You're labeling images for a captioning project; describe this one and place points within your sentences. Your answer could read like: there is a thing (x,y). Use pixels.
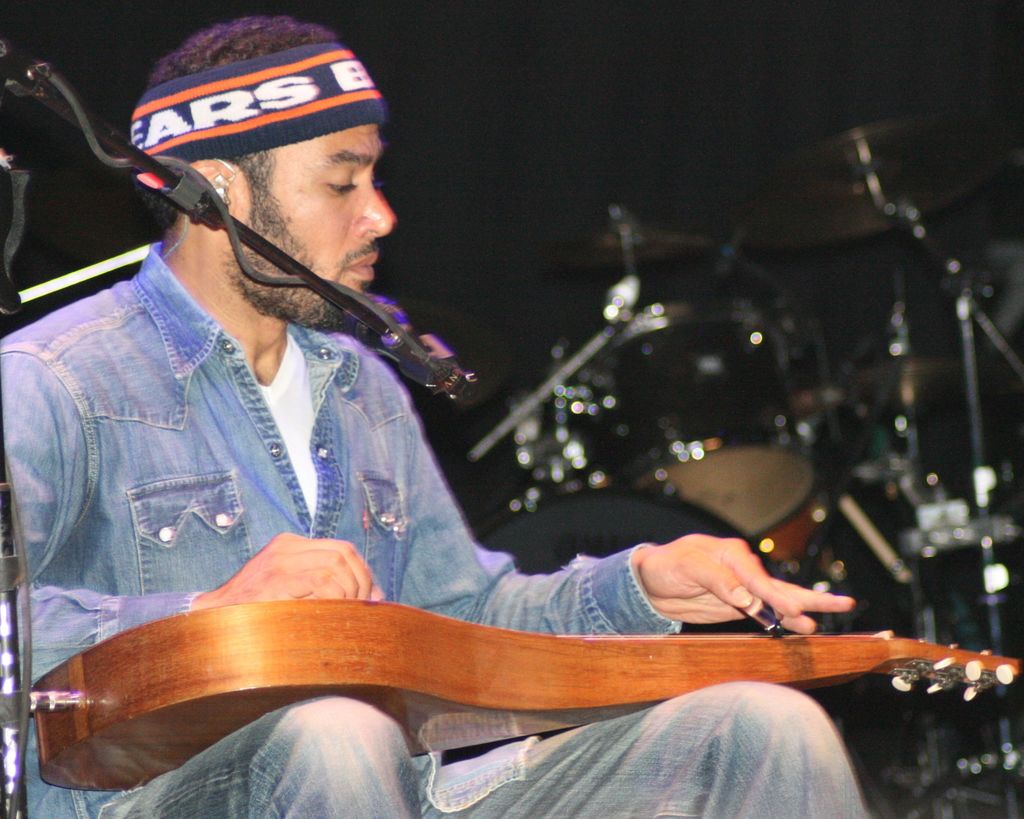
As we can see in the image there is a man (318,479) holding guitar (470,689) and there is a mic (408,366).
